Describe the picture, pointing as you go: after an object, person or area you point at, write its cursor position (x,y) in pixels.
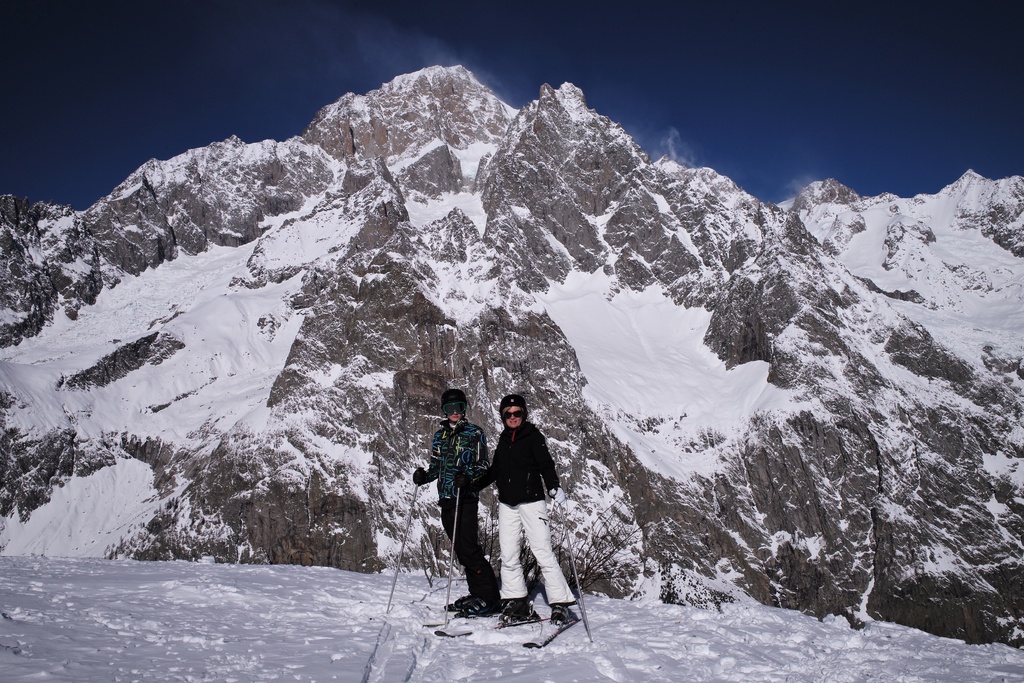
Here in the middle (484,449) we can see a couple of people (490,468) standing on the ground (161,622), which is fully covered with snow (295,629) over there and we can see both of them are wearing jackets (445,479), gloves (468,477), goggles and caps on them and both of them are having skiboards (503,623) under their legs (508,575) and behind them we can see mountains (429,431), which are partly covered with snow (849,267) over there.
